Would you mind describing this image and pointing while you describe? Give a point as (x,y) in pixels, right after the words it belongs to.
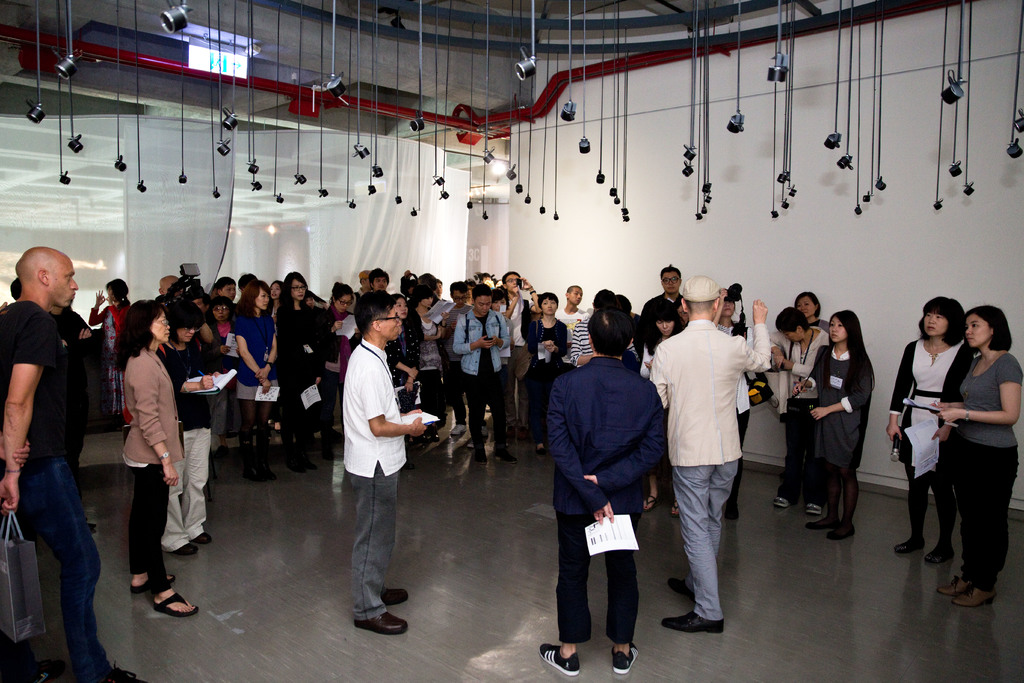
In this picture we can see some people (444,366) standing here, some of them are holding papers (320,400), in the background (632,250) there is a wall (645,250), we can see curtains (279,239) here, at the bottom (246,601) there is floor (234,599).
